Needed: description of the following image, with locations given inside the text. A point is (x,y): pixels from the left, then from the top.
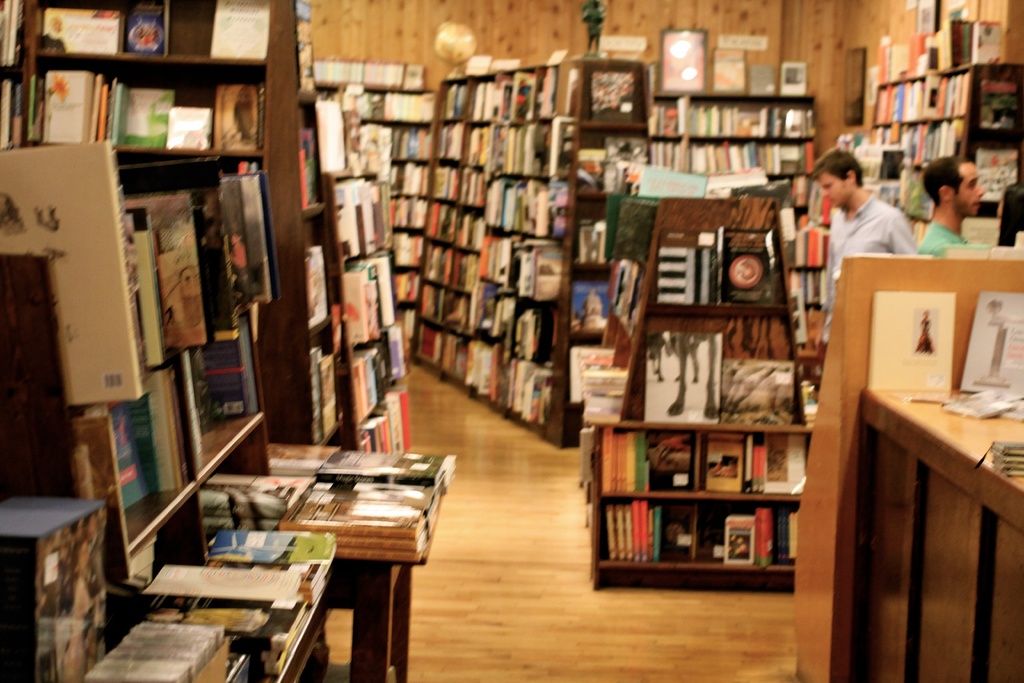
In a room (226,51) there are so many bookshelves (272,66) arranged with books (226,312) and at one corner of the room (1001,183) there are man (835,268) standing and staring at the book shelves (663,350).
